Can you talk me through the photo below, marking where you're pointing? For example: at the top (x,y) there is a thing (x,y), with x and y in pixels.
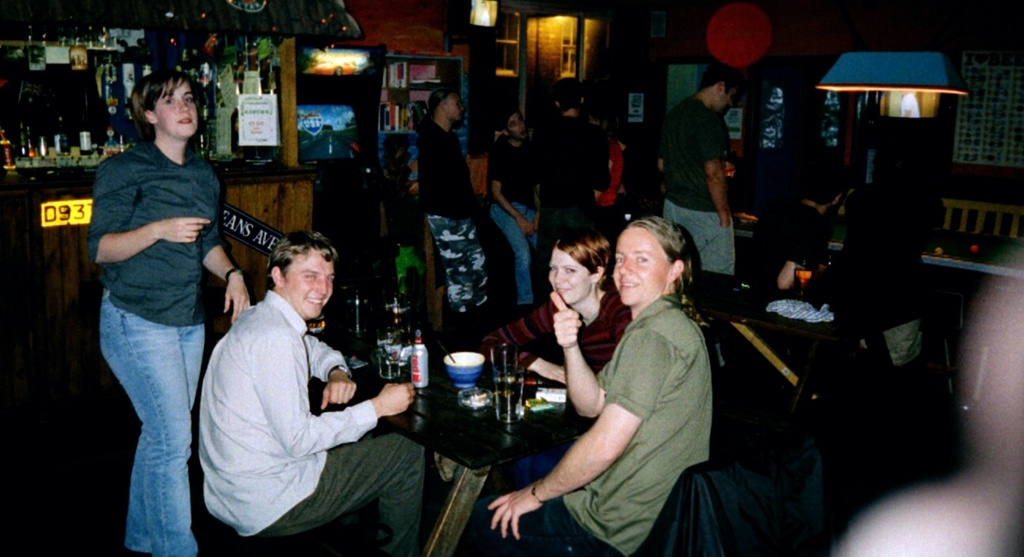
In this image we can see few people (438,174) standing and few people (666,284) sitting on the chairs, there is a table (550,423) near them, on the table (532,415) there are glasses (508,367), bottles (423,349), bowls (468,374) and few objects (548,403), and in the background (305,206) there is a stall (71,79) with bottle (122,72) and a board (255,107) with text (255,130) is attached to the stall (227,162) and there is a light (484,15) to the ceiling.
